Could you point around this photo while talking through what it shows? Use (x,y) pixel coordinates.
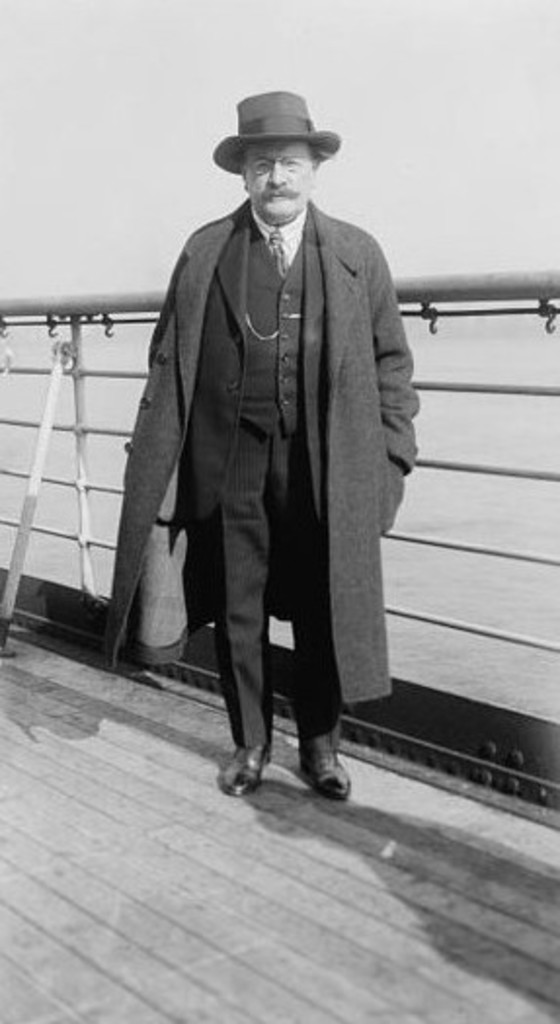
In this image I can see an old photograph (335,327) in which I can see a person (306,310) is standing on the wooden surface (274,829) and the railing (450,387) behind him. In the background (497,568) I can see the water (495,571) and the sky (353,142).
